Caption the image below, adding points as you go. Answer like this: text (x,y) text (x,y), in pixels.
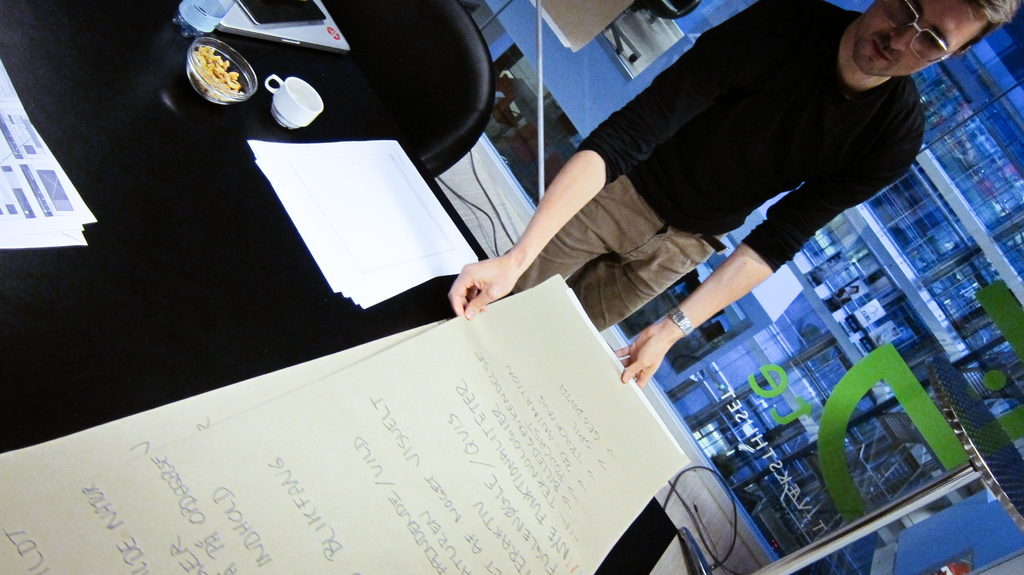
In this picture there is a man (776,92) who is standing in front of a table (261,298), on which there is a bowl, glass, papers (399,263), and a phone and there is a chair (435,92) in front of the table (303,348) and there is a poster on the right side of the image (896,310).
